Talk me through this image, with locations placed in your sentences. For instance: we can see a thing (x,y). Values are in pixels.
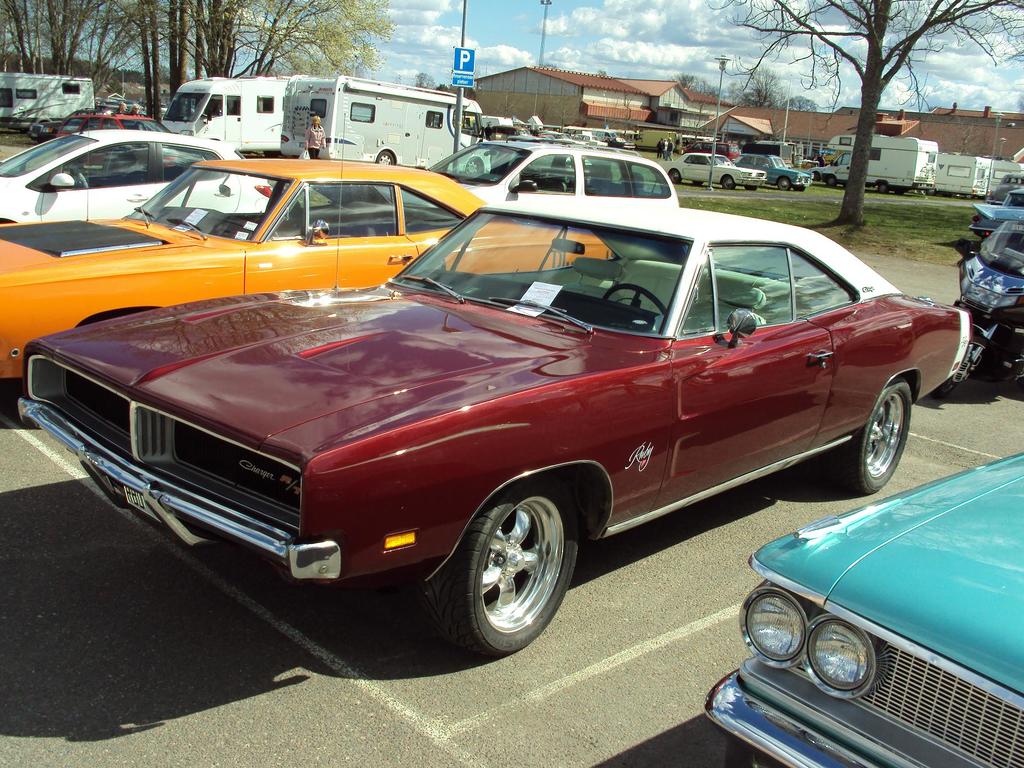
In this picture I can see vehicles (657,192), there are group of people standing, there are poles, boards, lights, there are houses (540,88), trees (60,39), and in the background (748,39) there is sky (399,20).
